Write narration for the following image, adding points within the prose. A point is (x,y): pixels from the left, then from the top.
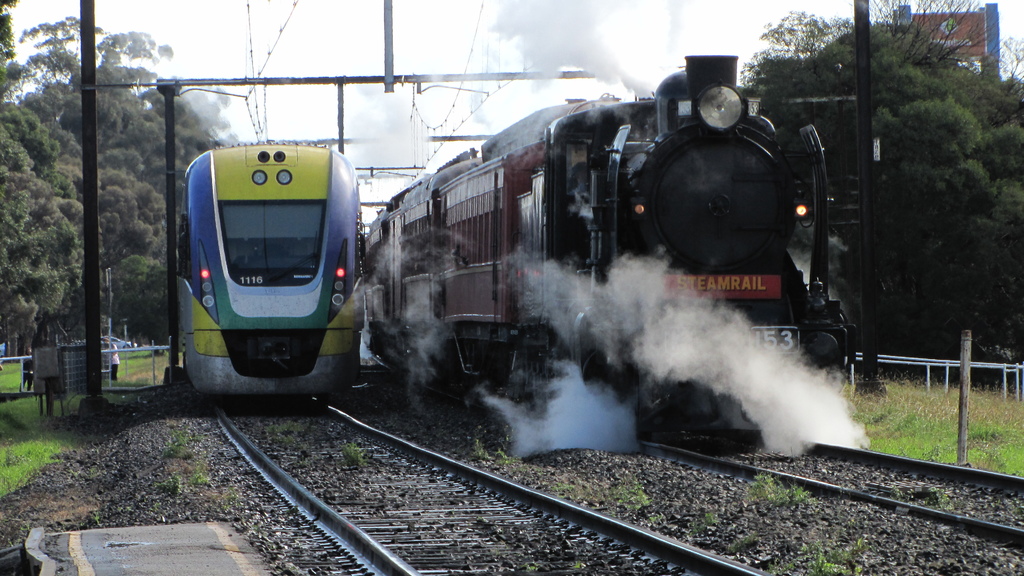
In this picture there are two trains (561,360) moving on the two railway tracks (958,503). One train (483,207) is in maroon color and the other train (325,266) is in yellow and blue color. There are poles (861,47) here. We can observe some trees (915,155). In the background (204,21) there is a sky (303,95).
